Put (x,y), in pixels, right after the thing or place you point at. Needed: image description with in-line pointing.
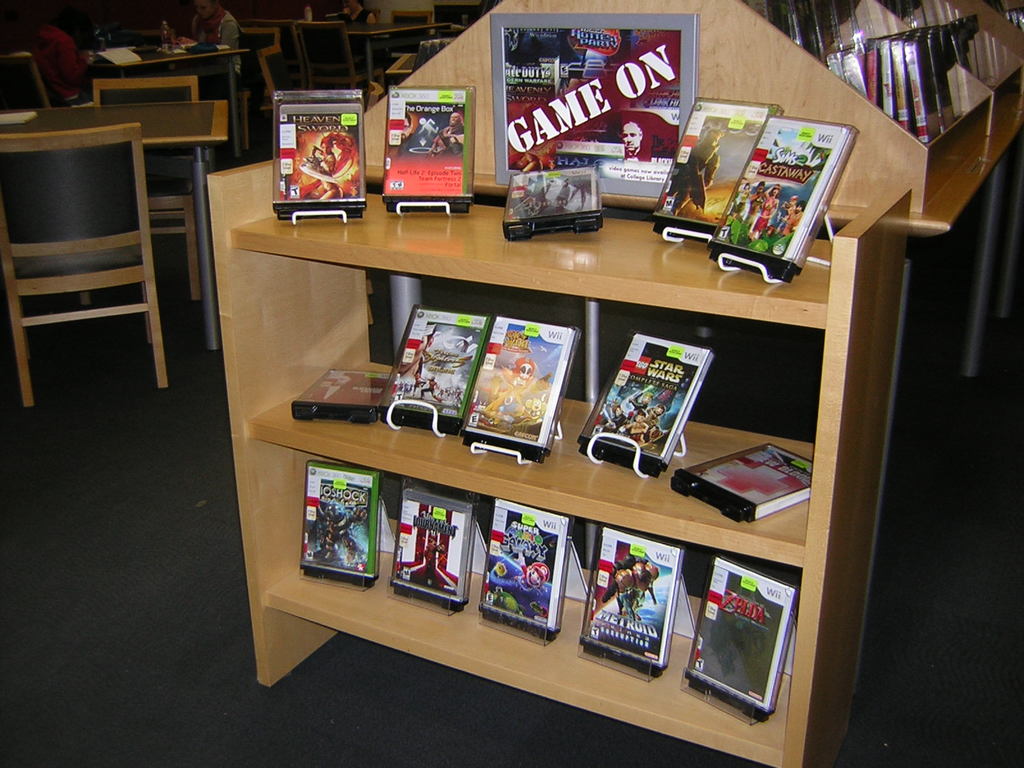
In this image we can see a board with some text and some CD cases (558,411) which are placed in the racks (344,297). We can also see some people (219,29) sitting on the chairs (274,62) and a table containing some objects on it. We can also see some empty chairs (191,205) and the tables (199,218).
